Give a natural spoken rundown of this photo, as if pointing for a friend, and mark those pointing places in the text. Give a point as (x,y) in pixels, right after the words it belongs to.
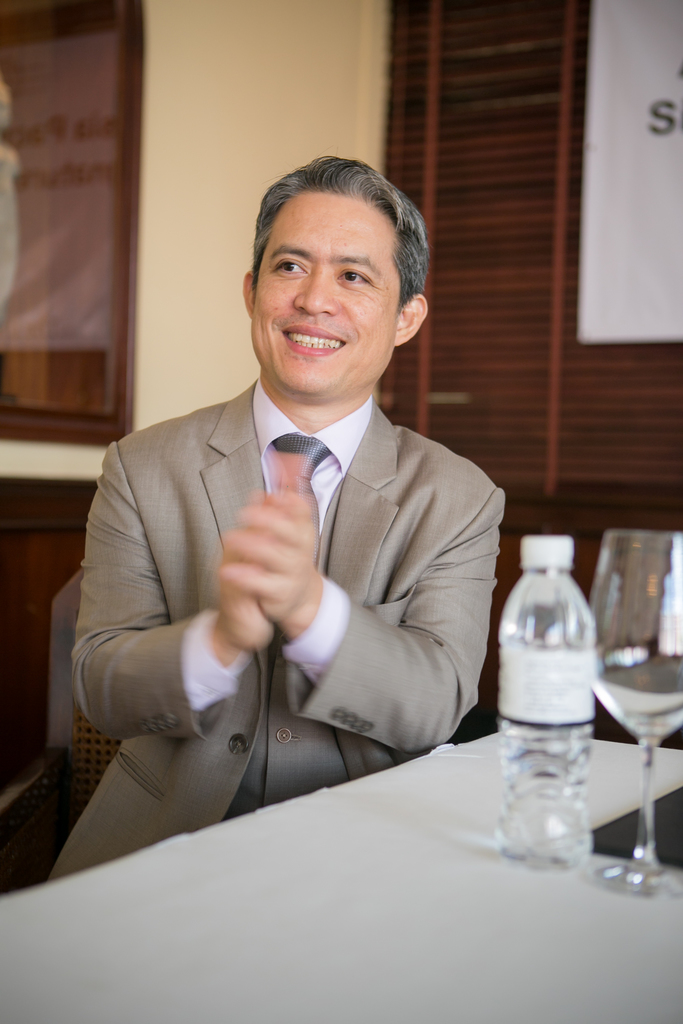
In this picture there is a man (146,630) sitting on the chair (67,788) and smiling he has it table (131,925) in front of him with water bottle (529,852) and water glass (627,580) in the back of the wooden wall (502,109).
